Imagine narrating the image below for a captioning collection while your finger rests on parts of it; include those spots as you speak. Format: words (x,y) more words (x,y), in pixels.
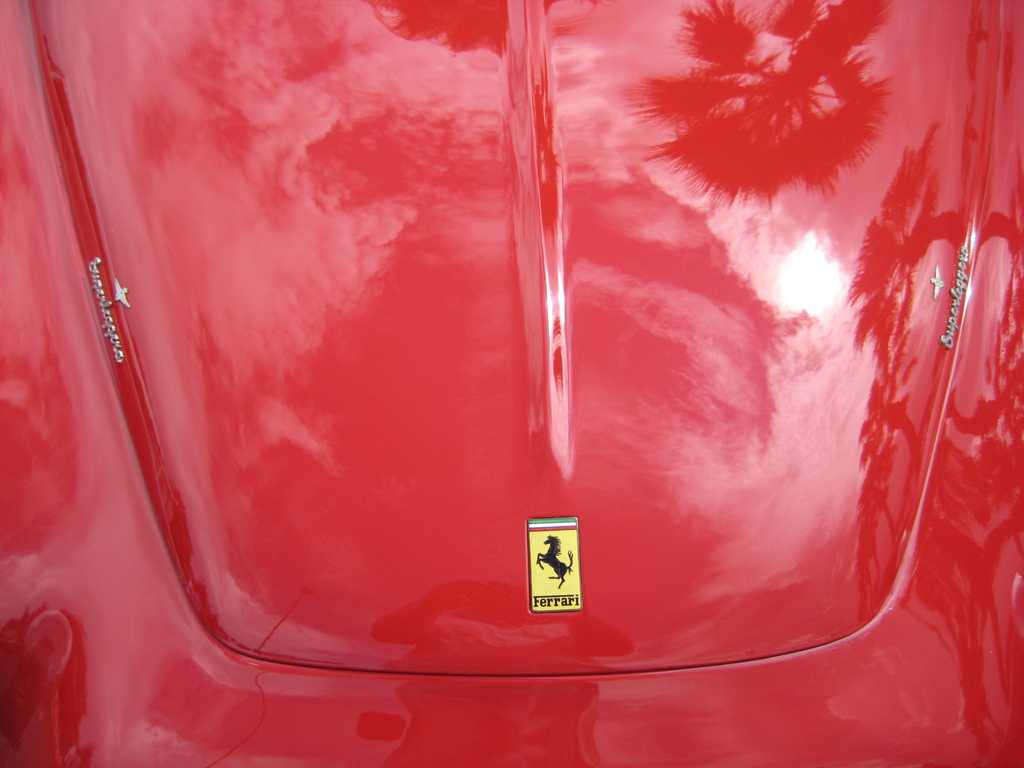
In this picture we can see red color vehicle (616,485), on which we can see logo (550,565).
